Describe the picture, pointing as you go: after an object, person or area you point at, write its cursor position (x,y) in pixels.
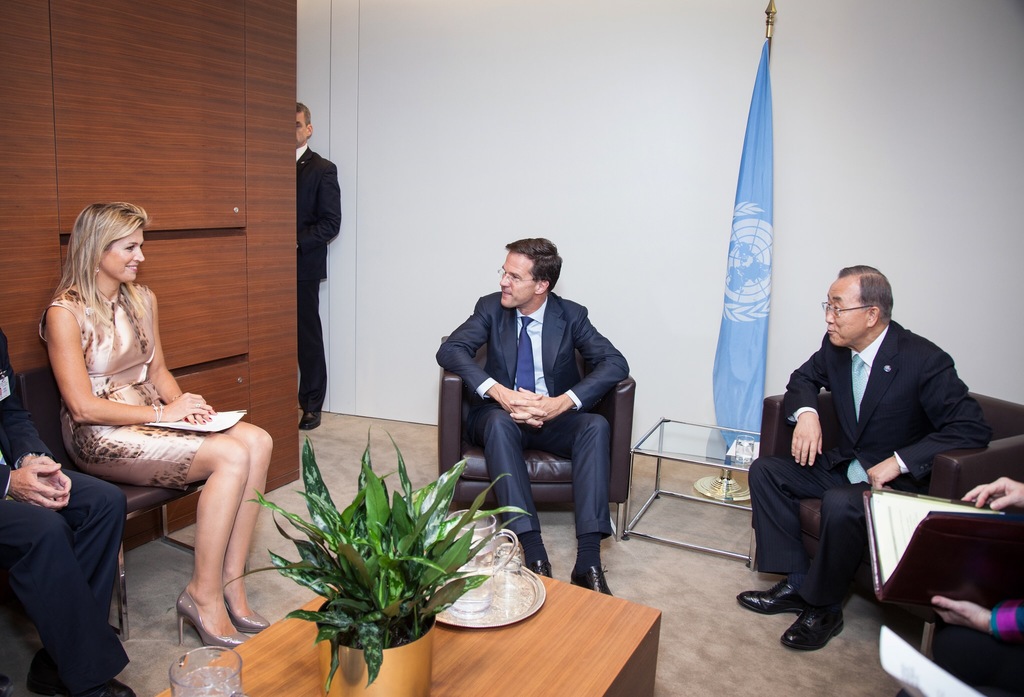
This picture is clicked inside the room (397,161) and we can see the group of people (956,424) wearing suits (520,434) and sitting on the couches (940,469). On the left (88,347), we can see a woman (126,280) wearing dress (115,356), holding some object (233,417), smiling and sitting on the chair (141,504). In the center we can see a center table (582,612) on the top of which a potted plant (405,545) and some other items (484,621) are placed. In the background (462,96), we can see the wall (485,63), flag (770,119), table (713,447) and a person (322,185) wearing black color dress (323,242) and seems to be standing on the ground (413,461) and we can see some other items (241,303). In the right corner (899,495) we can see another person (983,496) holding a folder (946,527) and seems to be sitting.
